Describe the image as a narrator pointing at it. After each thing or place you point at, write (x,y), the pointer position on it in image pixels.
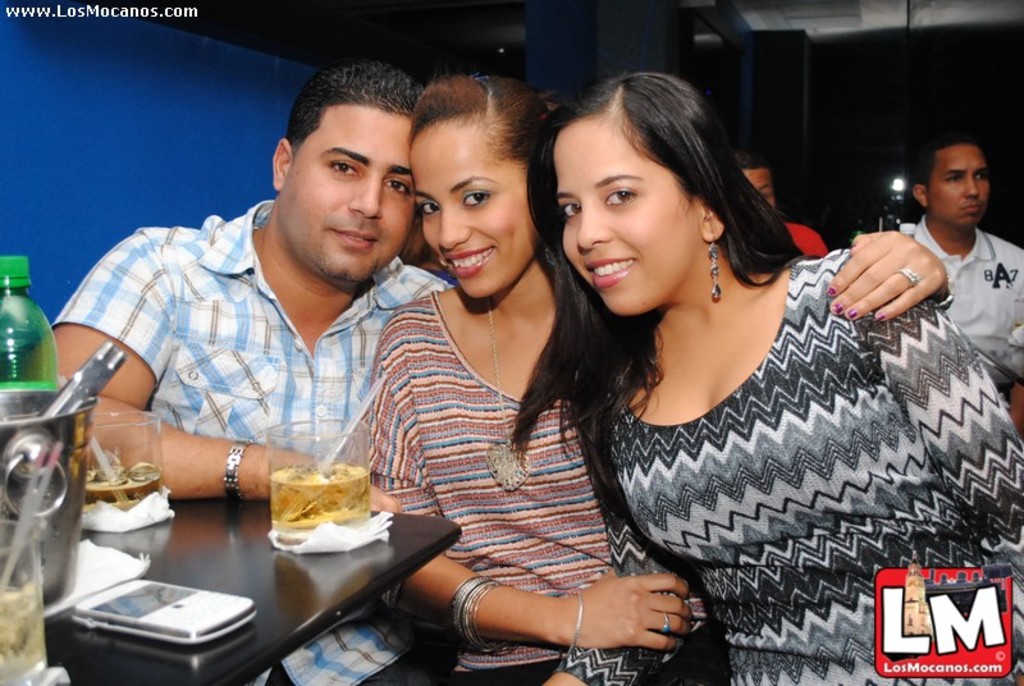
There are three persons (638,373) and there is a table (193,555) in front of them which has few glasses (296,493) of wine (306,481), mobile phone (161,618) and some other objects (55,481) on it and there are two persons (929,191) behind them.
